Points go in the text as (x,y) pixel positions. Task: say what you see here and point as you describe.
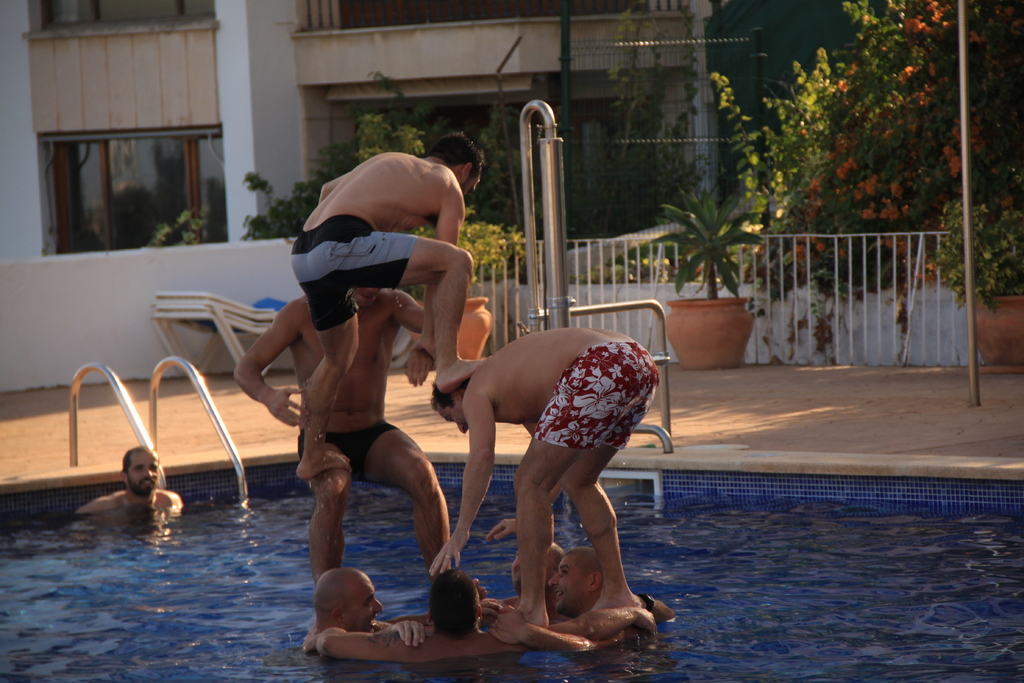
In this picture I can see building (617,76) and trees (998,52) and few plants (730,283) in the pots (987,344) and I can see few men (411,484) in the swimming pool (80,663) and few are standing one on another.
